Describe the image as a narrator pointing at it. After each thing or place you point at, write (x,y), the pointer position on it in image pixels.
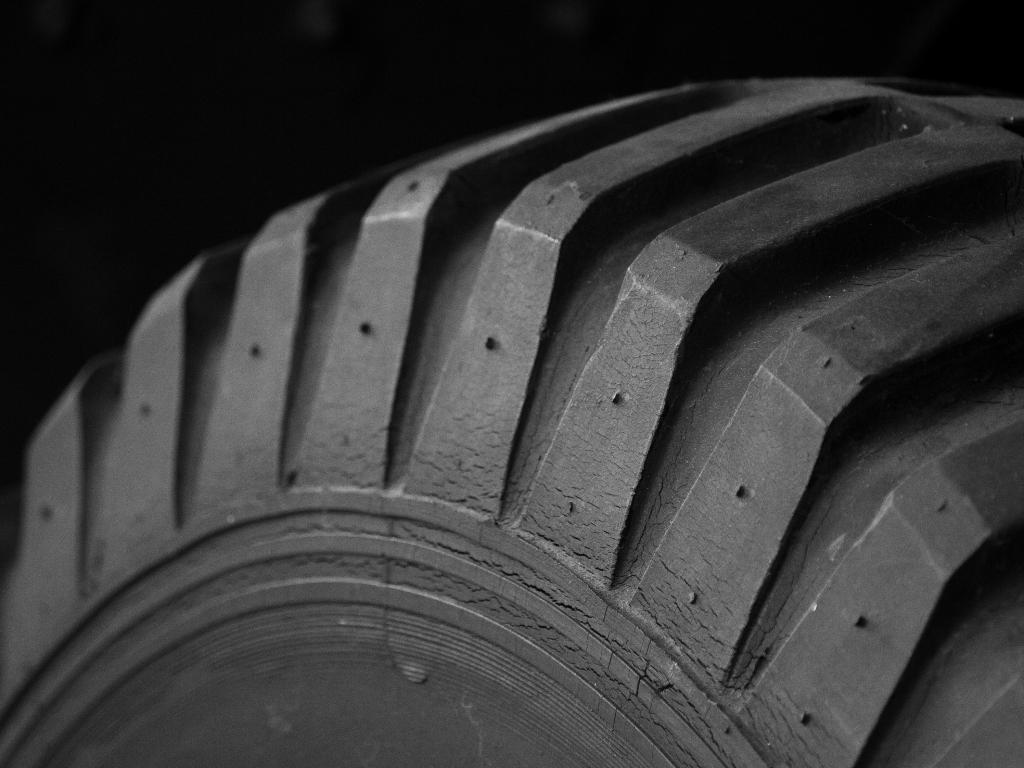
A truncated picture of a tire (588,500). Background (170,169) it is in black color.
